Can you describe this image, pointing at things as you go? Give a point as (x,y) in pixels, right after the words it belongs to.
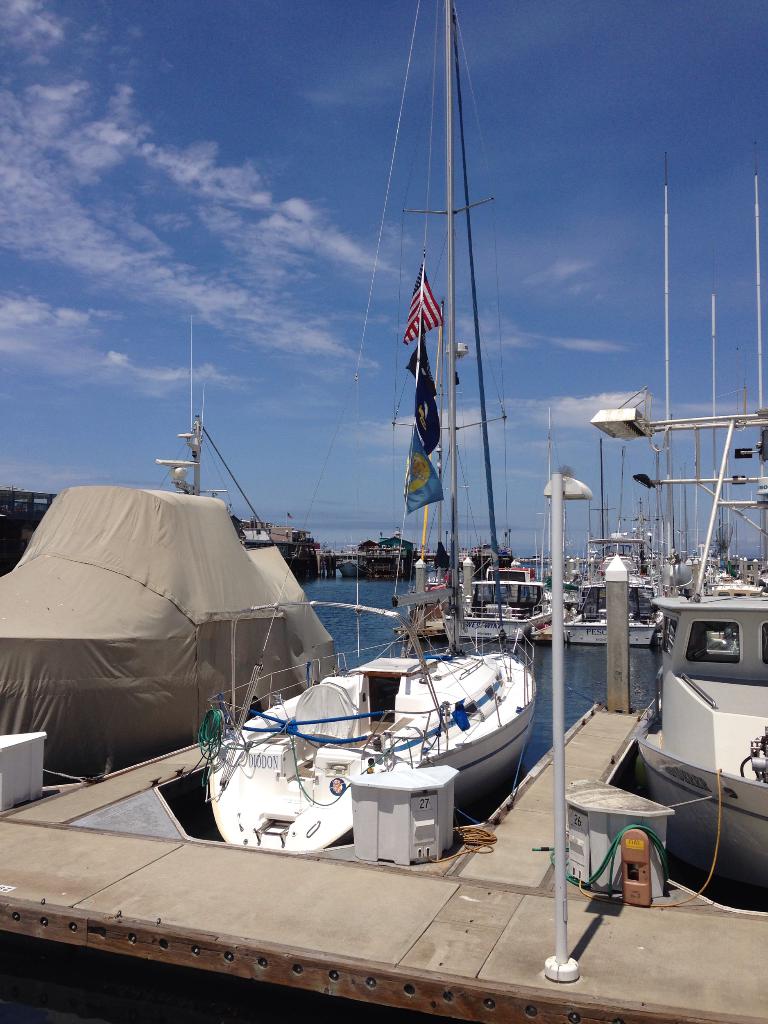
In this image, in the middle (468,642) there are boats (668,615), poles (451,225), flags (418,465), ropes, water (367,643), buildings (366,551), sky (363,289) and clouds (253,205).
